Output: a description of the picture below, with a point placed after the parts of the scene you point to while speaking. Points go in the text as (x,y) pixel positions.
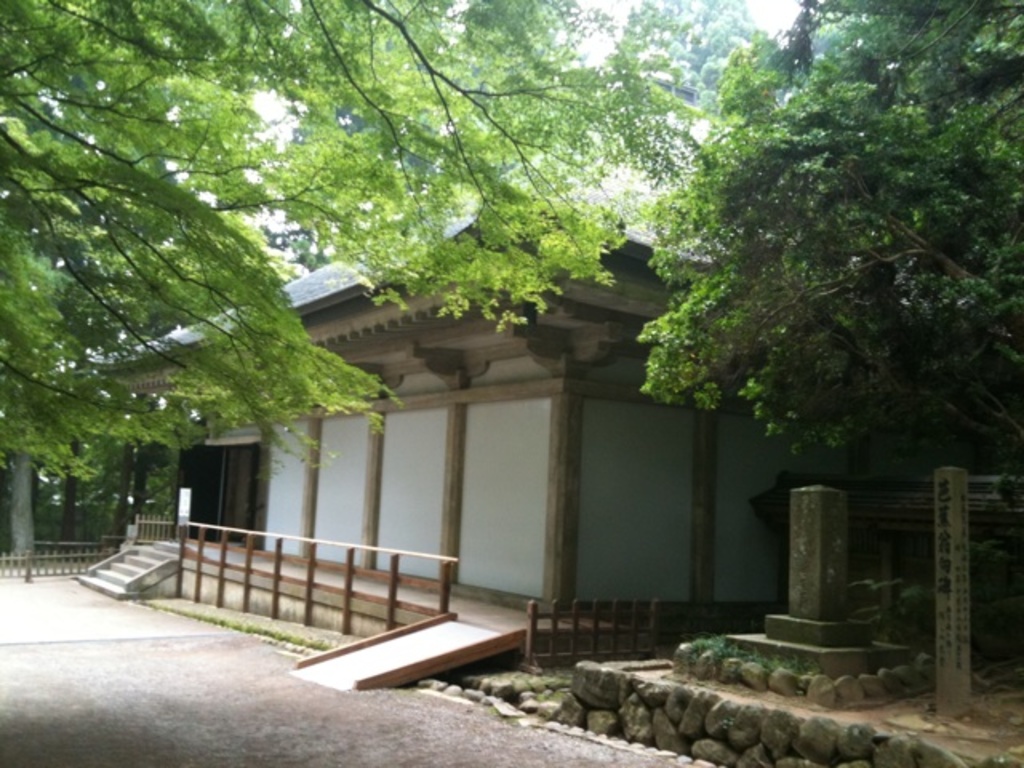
In this image we can see a house (236,498) there are stairs (143,577) and a tree (77,225) in front of the house (304,574), on the right side of the picture (835,314) there is a tree (804,281), stones (684,701) and concrete pillars (948,485) and in the background (724,25) there are some trees (707,27).
